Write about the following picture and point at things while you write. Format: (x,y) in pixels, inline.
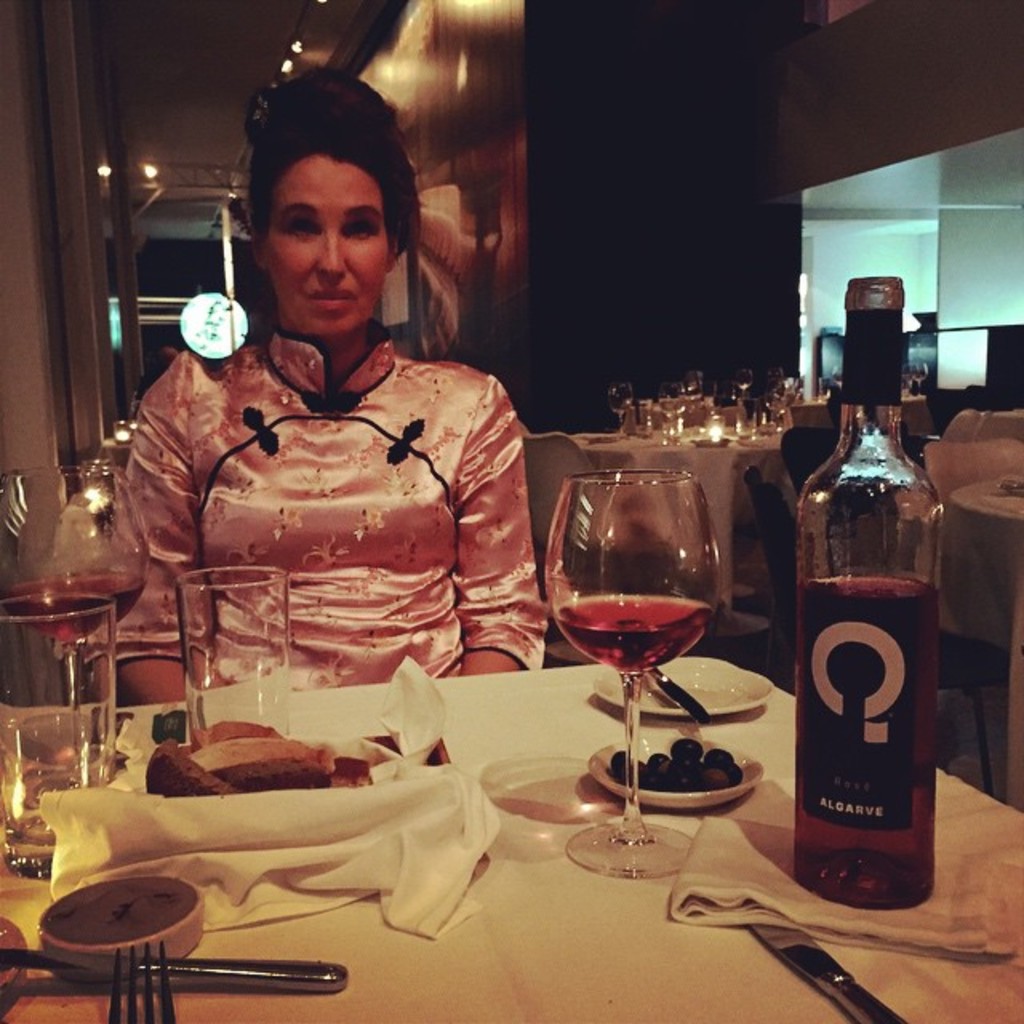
In this image i can see a woman (303,402) in pink dress (301,501) is sitting in front of a table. On the table (726,808) i can see few glasses (642,849), a wine bottle (928,643), a fork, few knives (233,963), few plates (743,786) with food items (682,745) in them and a cloth (430,827). In the background (523,270) i can see the wall (632,215), few tables (697,446) and objects (731,425) in it and few lights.
